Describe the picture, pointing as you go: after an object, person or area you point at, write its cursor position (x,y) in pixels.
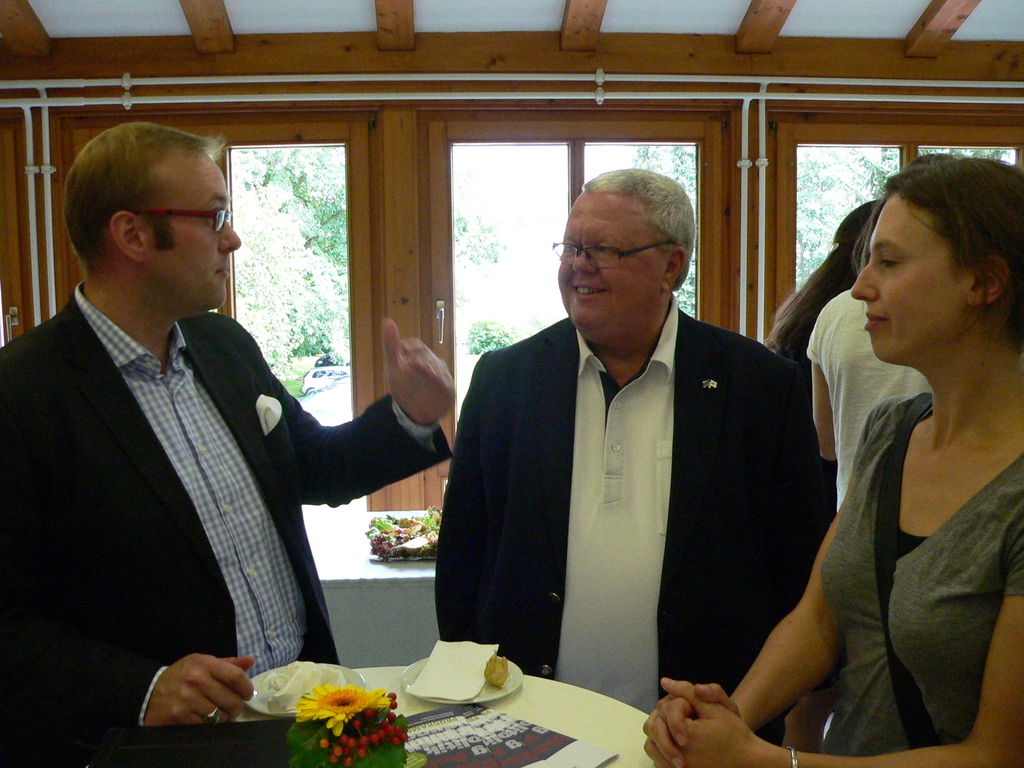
In-front of these people (639,562) there is a table (514,711). On this table (406,706) there are plates (411,693), flowers (394,729) and objects (447,687). Through this glass windows (474,214) we can see trees (272,247) and vehicle (308,382).
